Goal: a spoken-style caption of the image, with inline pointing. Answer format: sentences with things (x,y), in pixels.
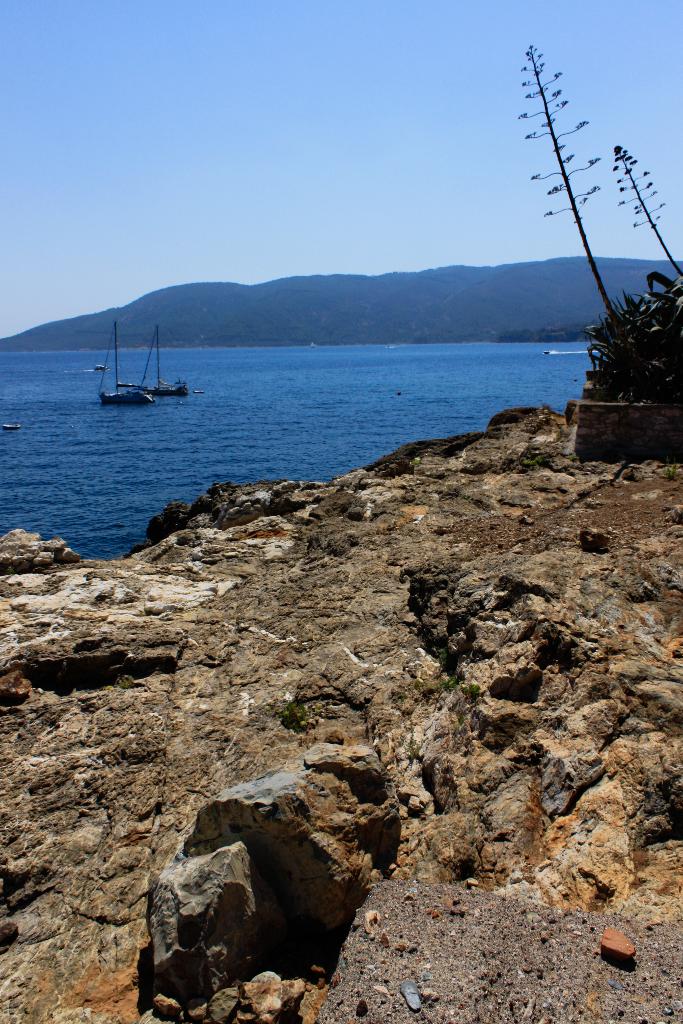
In the foreground of this image (295,732), there is rock (532,554) and few plants (641,345) on the right (639,327). In the background (148,360), there are few boats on the water (391,378), a mountain (413,286) and the sky (375,99).
